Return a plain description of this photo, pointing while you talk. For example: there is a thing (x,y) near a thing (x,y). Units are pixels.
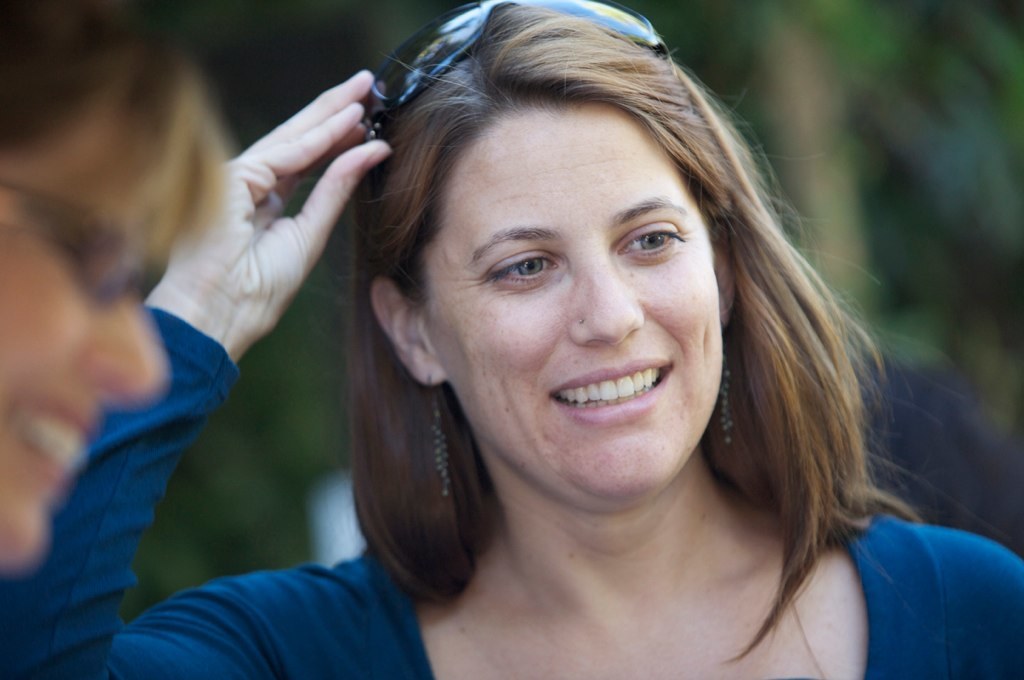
In this picture I can observe a woman (516,404). She is smiling. The woman (576,445) is wearing blue color dress (295,653). On the left side (51,317) I can observe another person (31,247) who is smiling. The background (332,378) is completely blurred.
